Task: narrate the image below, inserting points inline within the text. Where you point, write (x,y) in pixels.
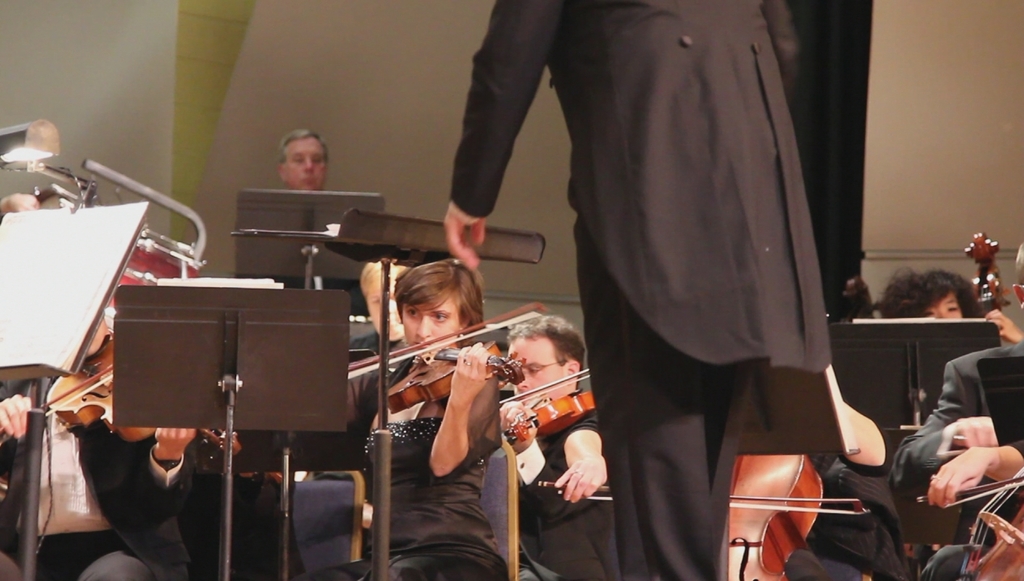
In the image we can see group of persons (910,302) were sitting on chair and holding violin (491,350). In the center (672,359) there is a man (696,244) standing, in front of them there is a music stand (883,365). In the background (249,27) there is a wall (290,71).
